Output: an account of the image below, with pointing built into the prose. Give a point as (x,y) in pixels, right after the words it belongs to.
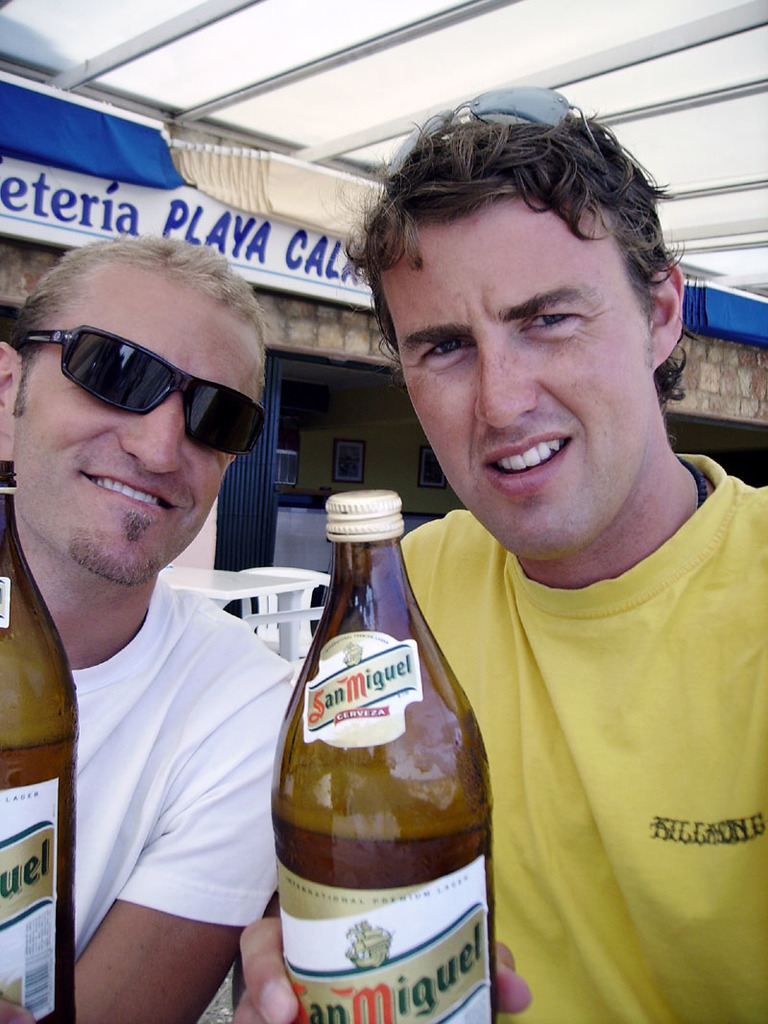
These two persons (64,293) are holding bottle (341,501) and wear glasses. On the background (286,571) we can see table (294,626), chair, board (303,235), wall (323,343), gate (238,485).
